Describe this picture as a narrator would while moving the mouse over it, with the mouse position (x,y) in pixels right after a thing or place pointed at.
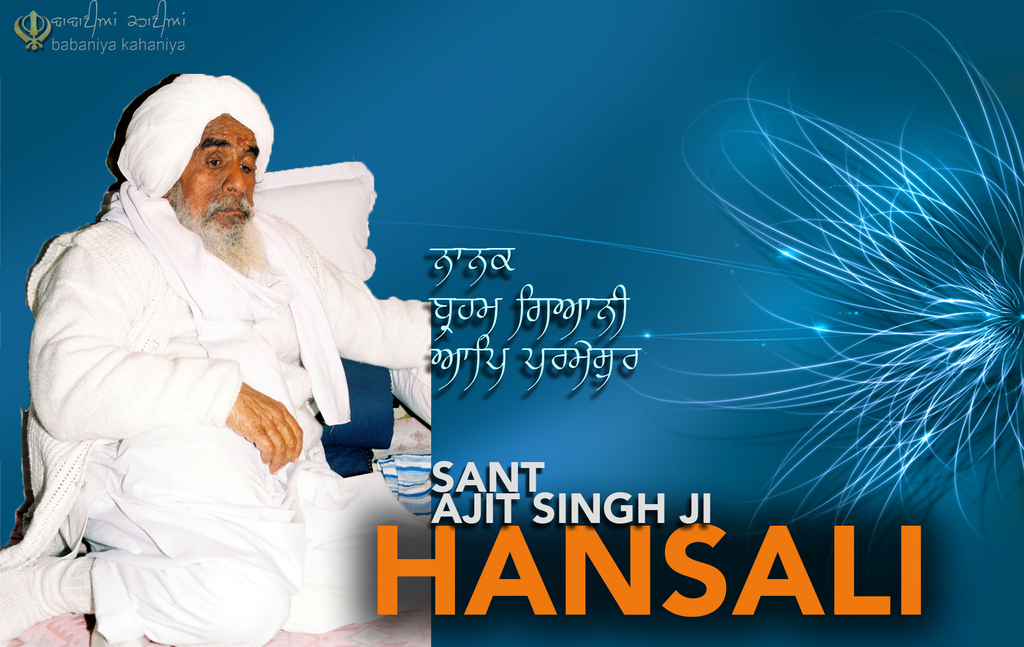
This is an advertisement. On the left side of the image (258,341) we can see a man (223,298) is sitting on a bed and also we can see pillows (393,402), clothes (409,456). In the background of the image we can see the text (569,353). On the right side of the image (986,326) we can see a design (857,363).
